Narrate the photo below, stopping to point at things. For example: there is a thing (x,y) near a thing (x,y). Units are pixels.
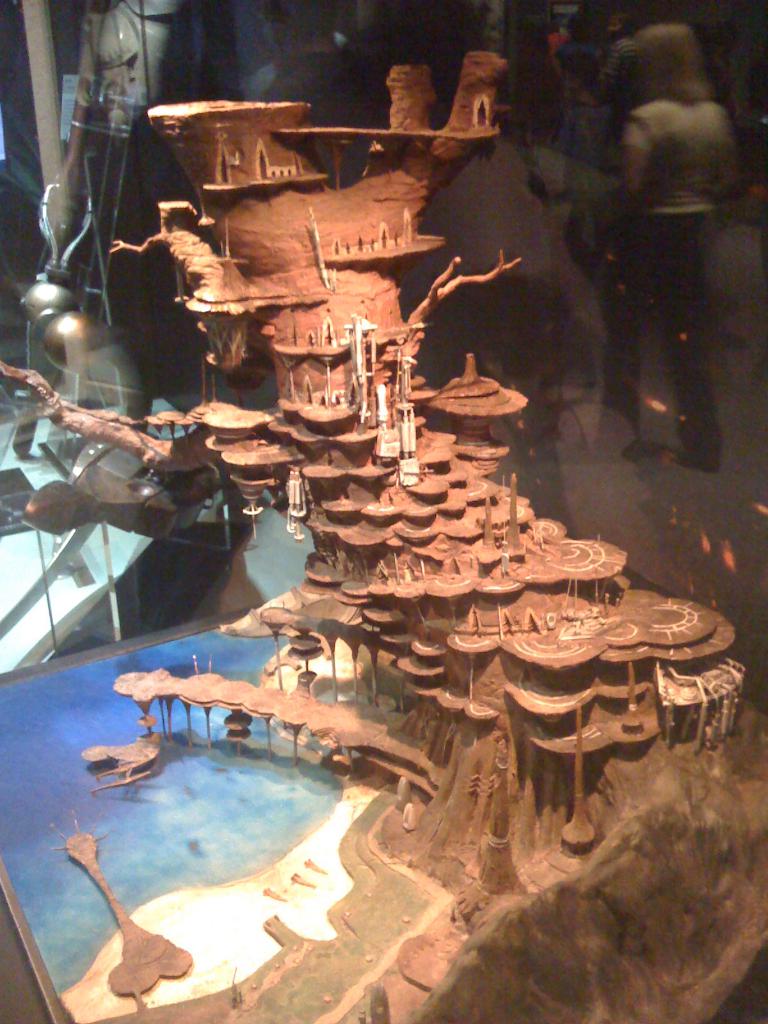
In this image I can see a tree trunk (443,497) which is carved into the shape of a fort (423,452) which is brown in color. I can see the water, a bridge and the ground (253,913) in the miniature (474,691). In the background (574,325) I can see the glass (634,237) in which I can see the reflection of few persons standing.
